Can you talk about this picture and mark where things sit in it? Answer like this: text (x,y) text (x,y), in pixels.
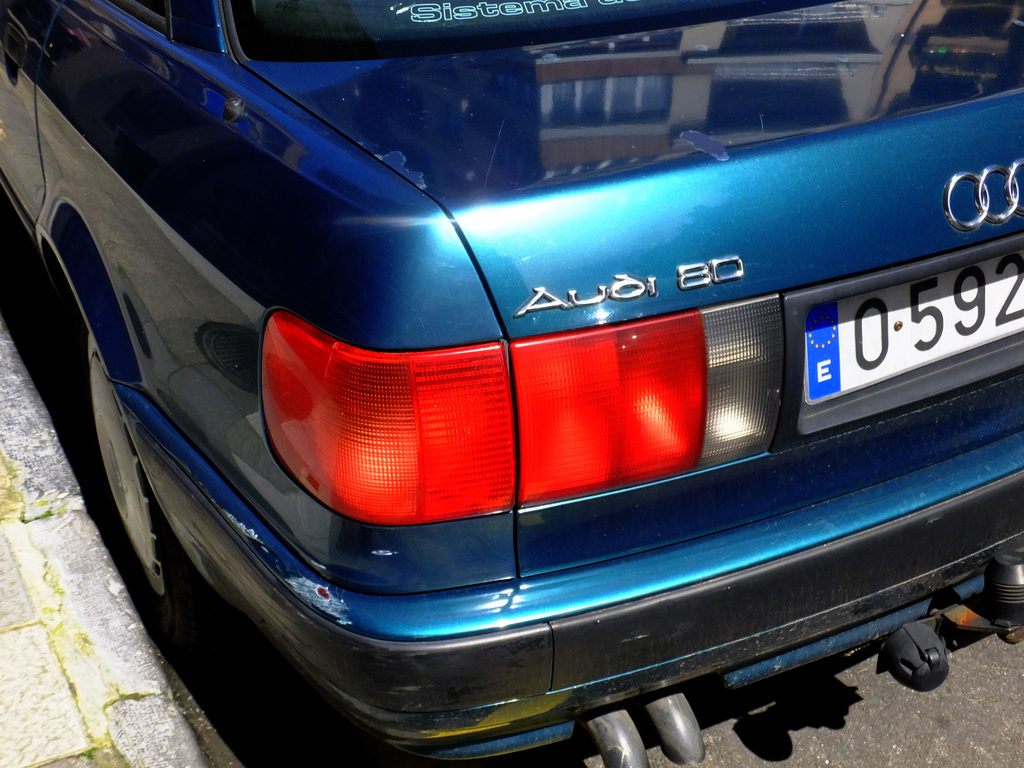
In the picture the boot (388,161) of an Audi car (564,283) is visible in the image, the car (792,429) is kept beside the footpath (123,592) and it is of blue color.
